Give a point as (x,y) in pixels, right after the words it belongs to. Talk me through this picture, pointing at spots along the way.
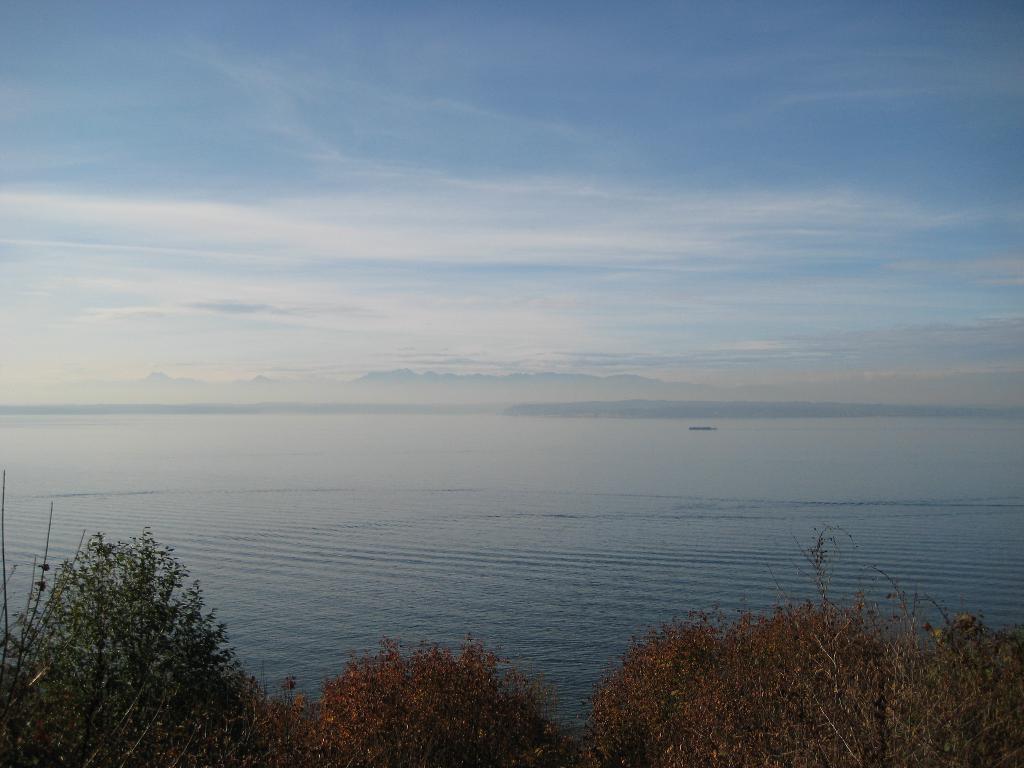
In this picture I can see trees (622,660), water (578,653) and a blue cloudy sky (561,278).
